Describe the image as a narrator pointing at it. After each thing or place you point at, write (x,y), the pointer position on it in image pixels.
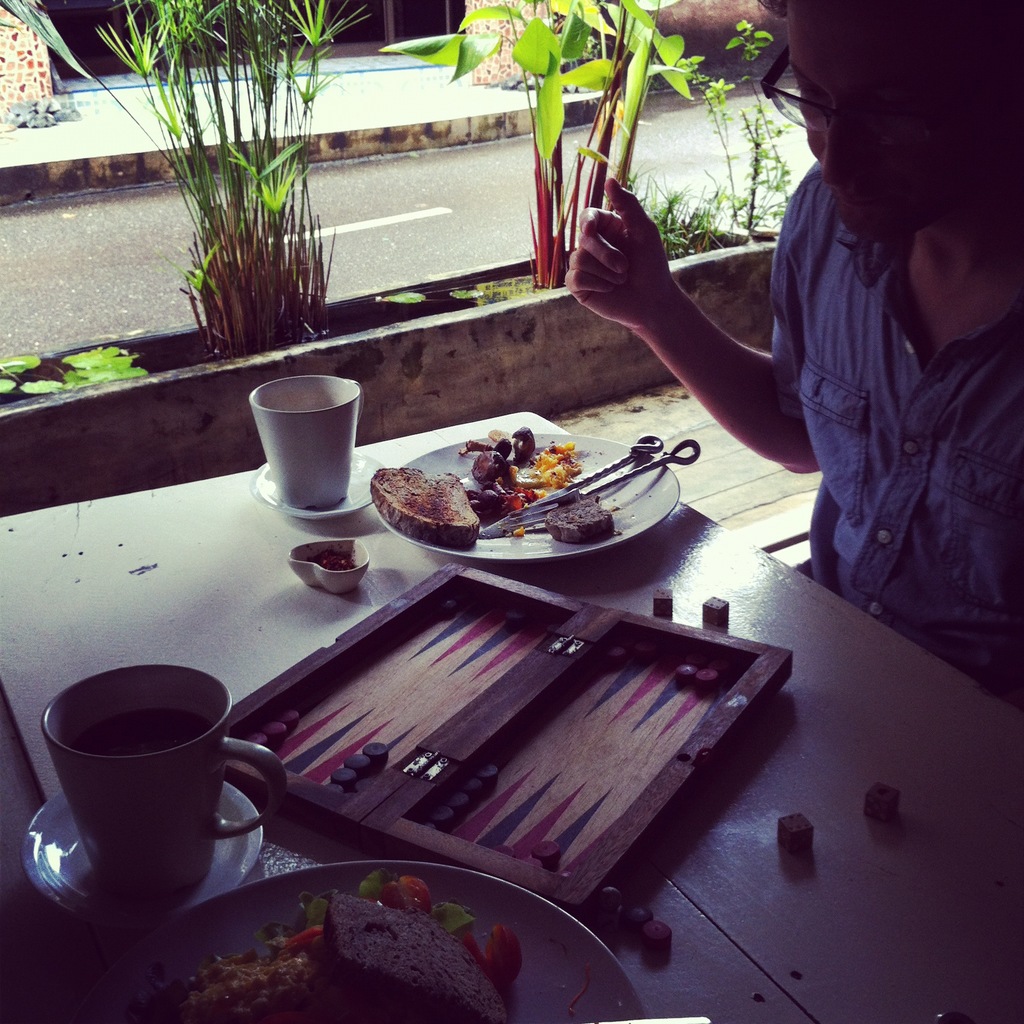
On the top right corner of the image (882,281) I can see a man (961,431) sitting on the chair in front of the table (723,559) on which a plate (637,526), cups (122,688), bowl (347,578) and board (686,649) are placed. In the background (137,224) I can see the road (96,232) and plants (259,184).
